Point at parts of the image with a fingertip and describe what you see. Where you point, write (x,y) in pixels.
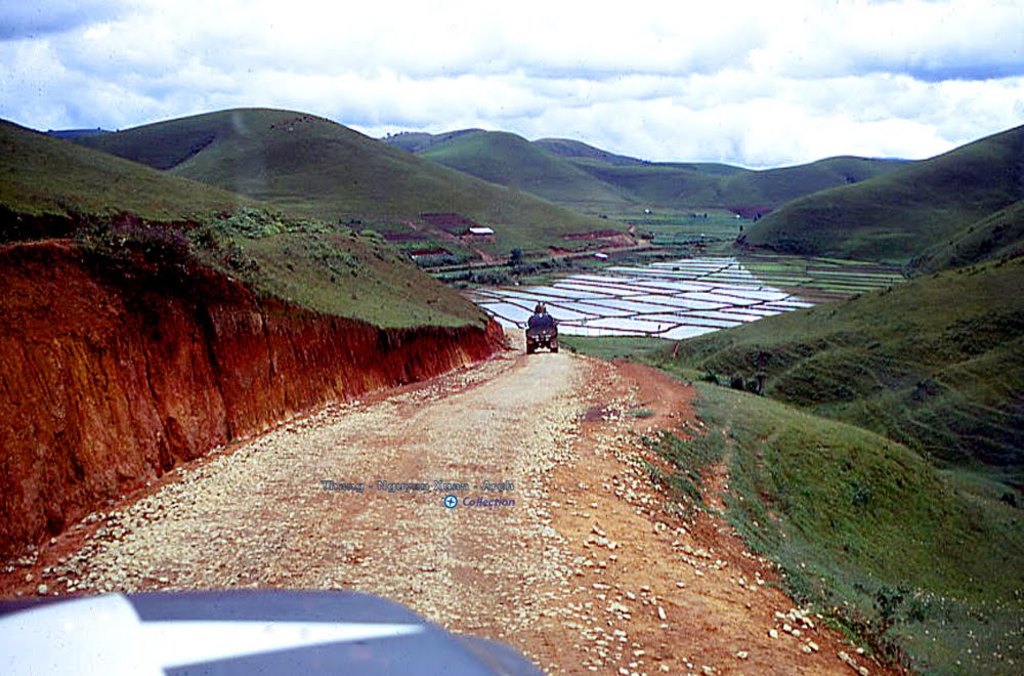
In the center of the image (532,321) we can see a person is driving a vehicle (546,328) and wearing helmet (536,307). In the background of the image (525,312) we can see the hills (985,216), trees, grass (803,325), field (735,282). At the bottom of the image (404,561) we can see the ground (557,516), stones (353,515) and front part of a vehicle (292,622). At the top of the image (407,37) we can see the clouds (583,86) are present in the sky (858,43).
